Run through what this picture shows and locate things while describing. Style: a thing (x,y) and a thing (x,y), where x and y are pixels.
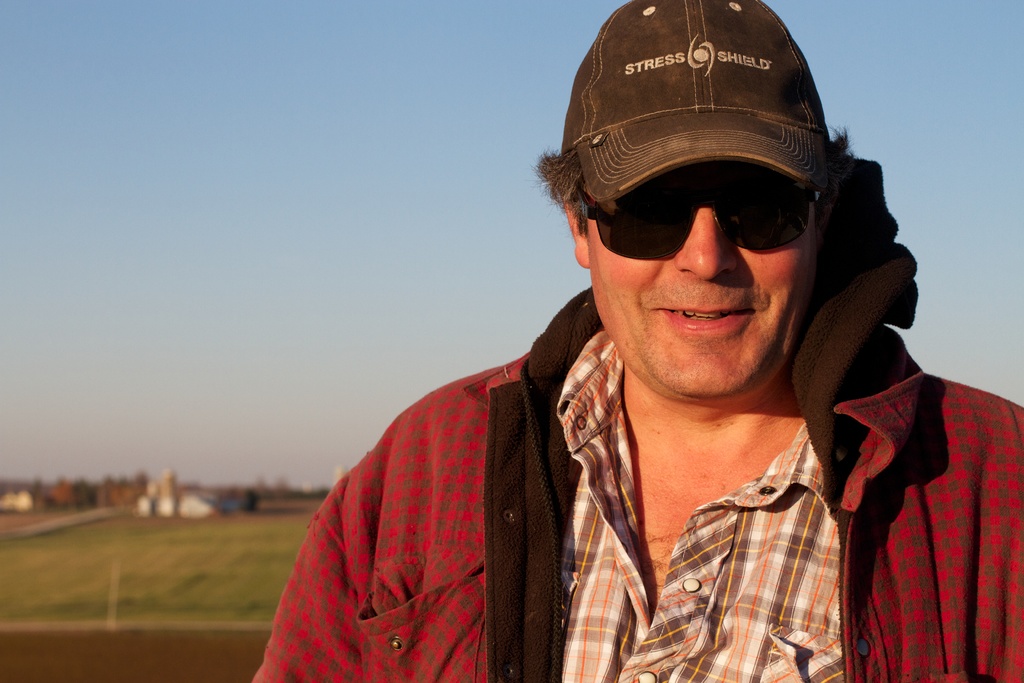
In the picture we can see a man (883,472) standing, he is wearing a red shirt (1002,674) with checks (448,522) and same another shirt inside and wearing a cap (648,1), which is black in color and in the background (962,186), we can see a grass surface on it we can some houses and behind we can see a sky (214,58).
